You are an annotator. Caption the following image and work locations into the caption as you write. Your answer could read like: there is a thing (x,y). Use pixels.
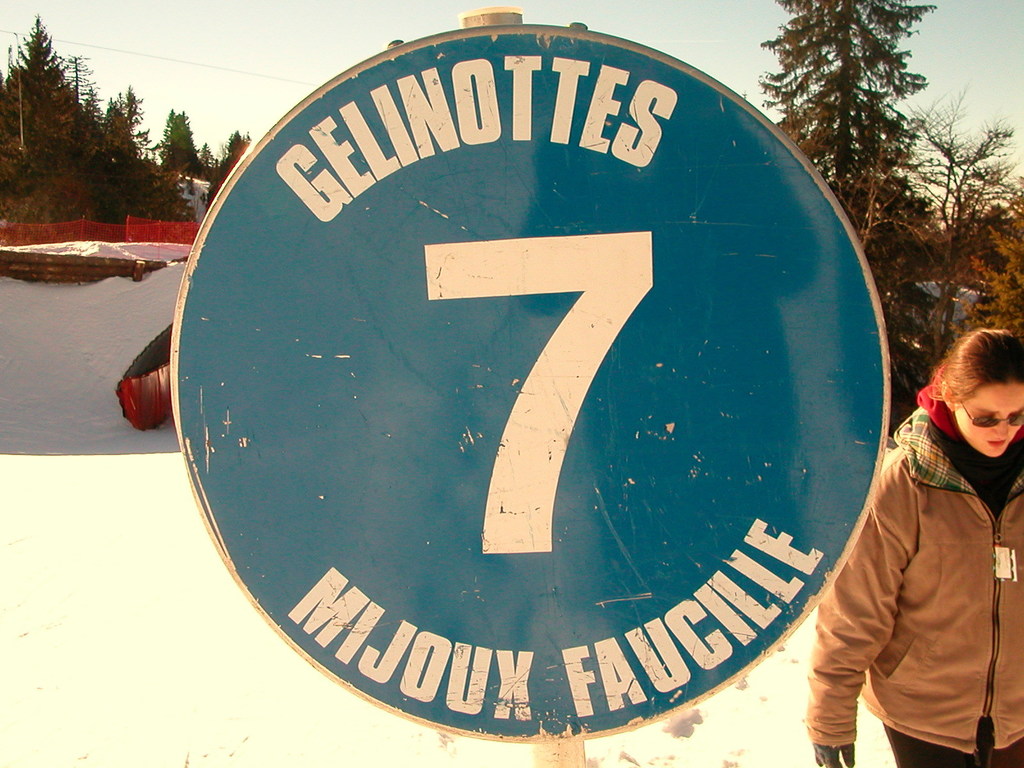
There is a sign board (336,395) in the middle of this image (502,347). We can see a woman (898,563) standing in the bottom right corner of this image (902,579). We can see trees (915,250) in the background (910,174) and the sky (709,18) is at the top of this image (339,33). We can see a white color snow surface (103,350) is on the left side of this image (105,382).
